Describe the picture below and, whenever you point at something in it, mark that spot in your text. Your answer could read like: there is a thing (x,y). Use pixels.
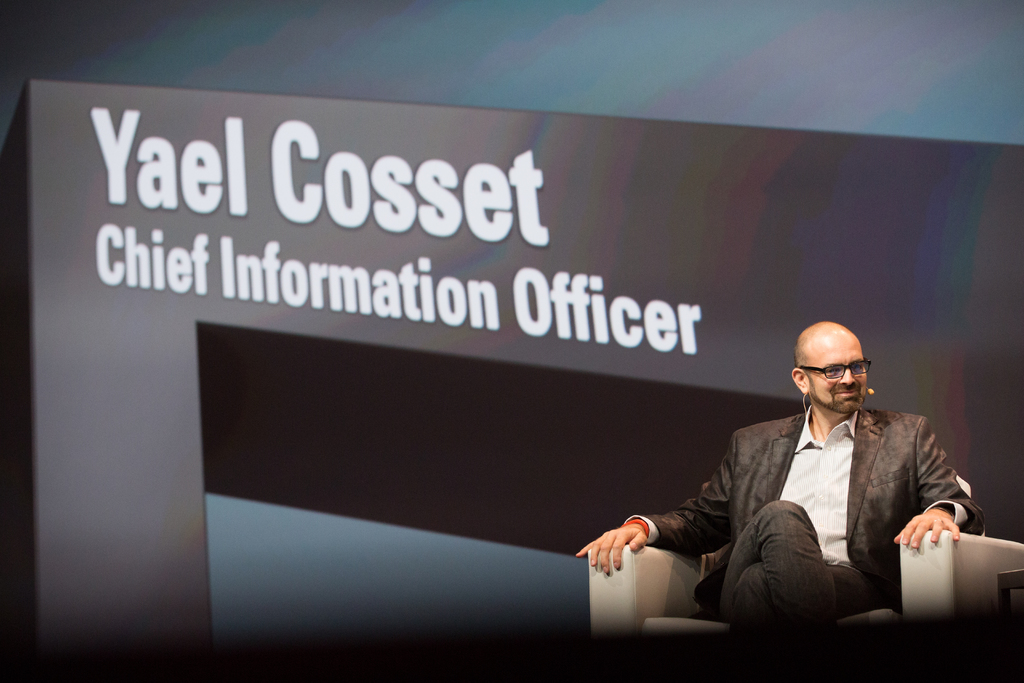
In this picture we can see a man (721,583) wore a blazer (777,464), spectacle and sitting on a chair (979,575) and smiling and in the background (501,553) we can see a banner (67,266).
